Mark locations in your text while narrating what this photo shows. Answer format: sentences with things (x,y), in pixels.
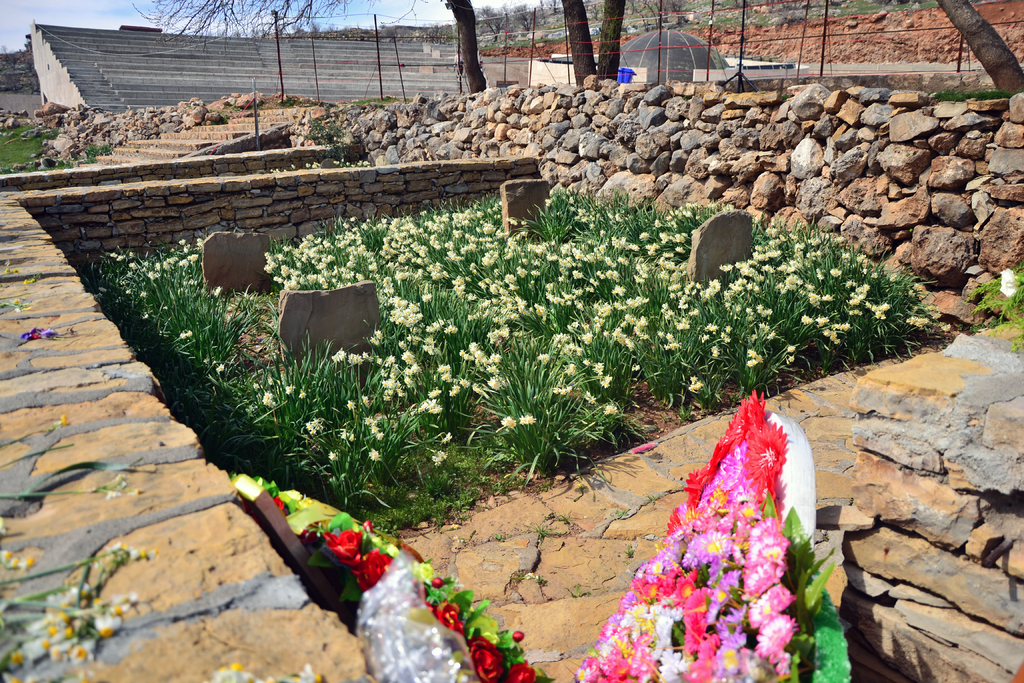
The picture is taken in a cemetery (292,419) where there are four stone headstones (257,281). On the other side of the picture we can observe stones (927,177) kept in an orderly manner and trees (469,49), to the left side of the image (324,560) we find flowers bouquet (443,600) kept on the floor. There are also white flowers (460,351) on the cemetery (480,323).
